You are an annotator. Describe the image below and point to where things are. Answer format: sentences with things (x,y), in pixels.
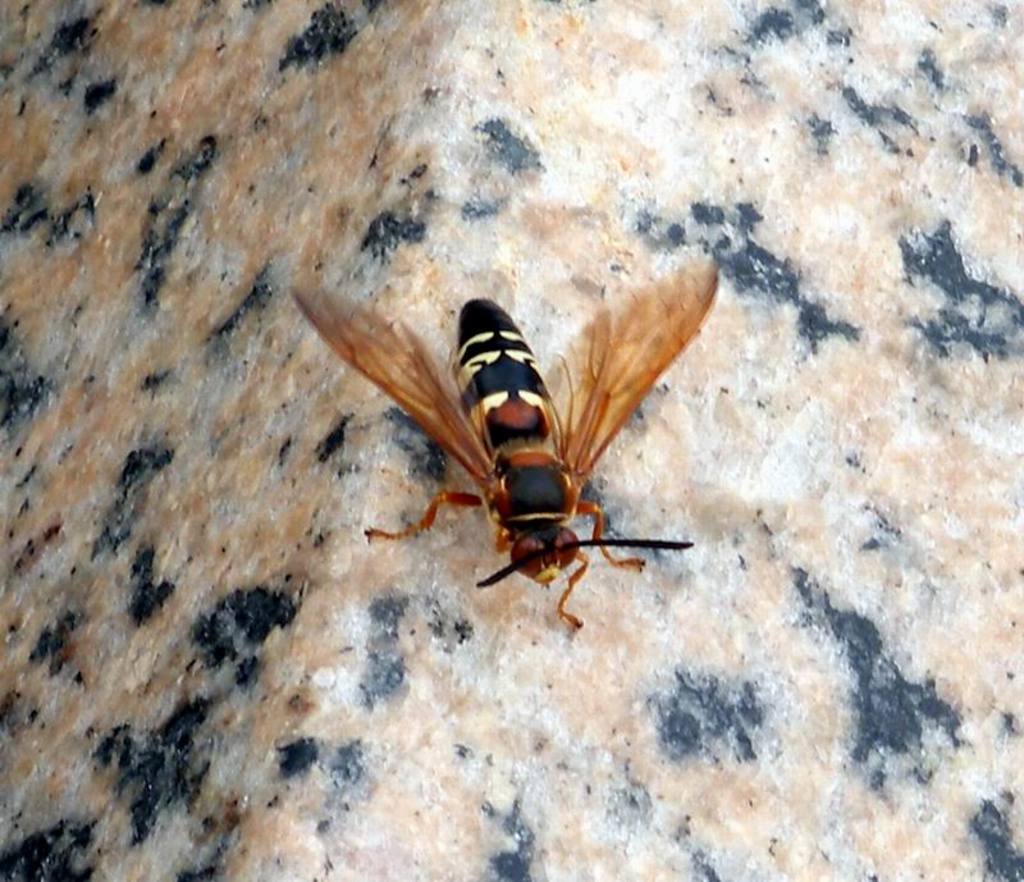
This image consists of a wasp (530,519) in black and yellow color. At the bottom (376,701), there is a rock (426,615).
